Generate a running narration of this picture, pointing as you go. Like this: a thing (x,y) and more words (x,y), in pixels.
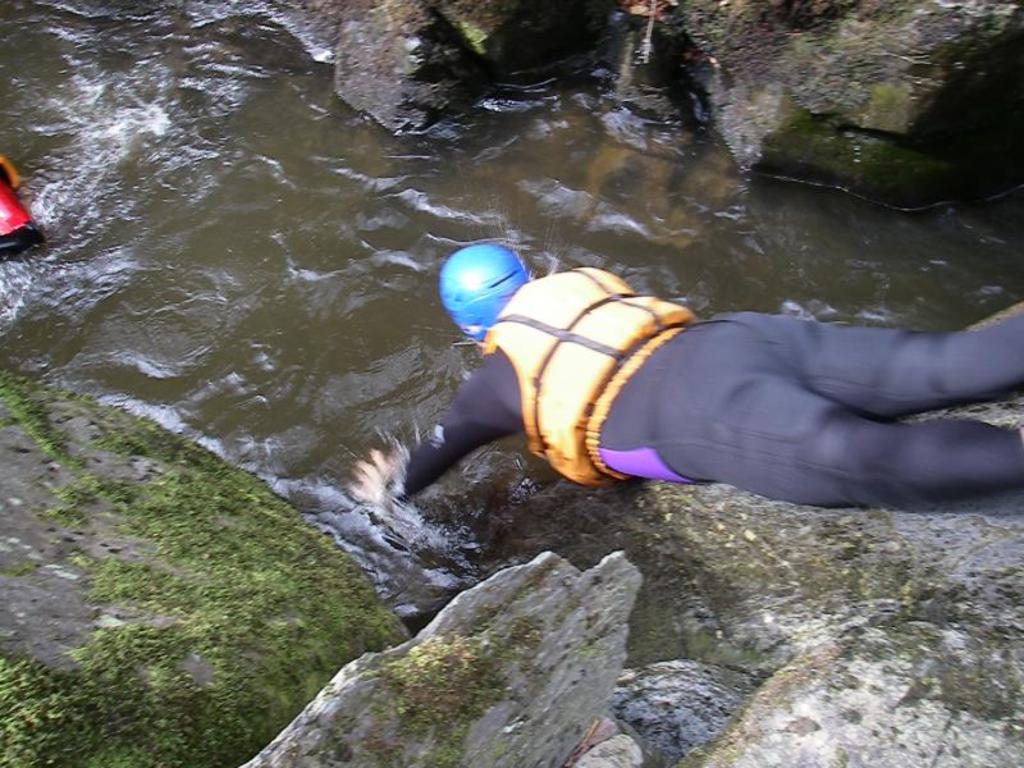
In the image we can see there is a man (654,378) laying. He is wearing a blue color helmet (489,289) and there are rocks (522,718) and the water (468,489) are floating in between the rocks (87,571).
